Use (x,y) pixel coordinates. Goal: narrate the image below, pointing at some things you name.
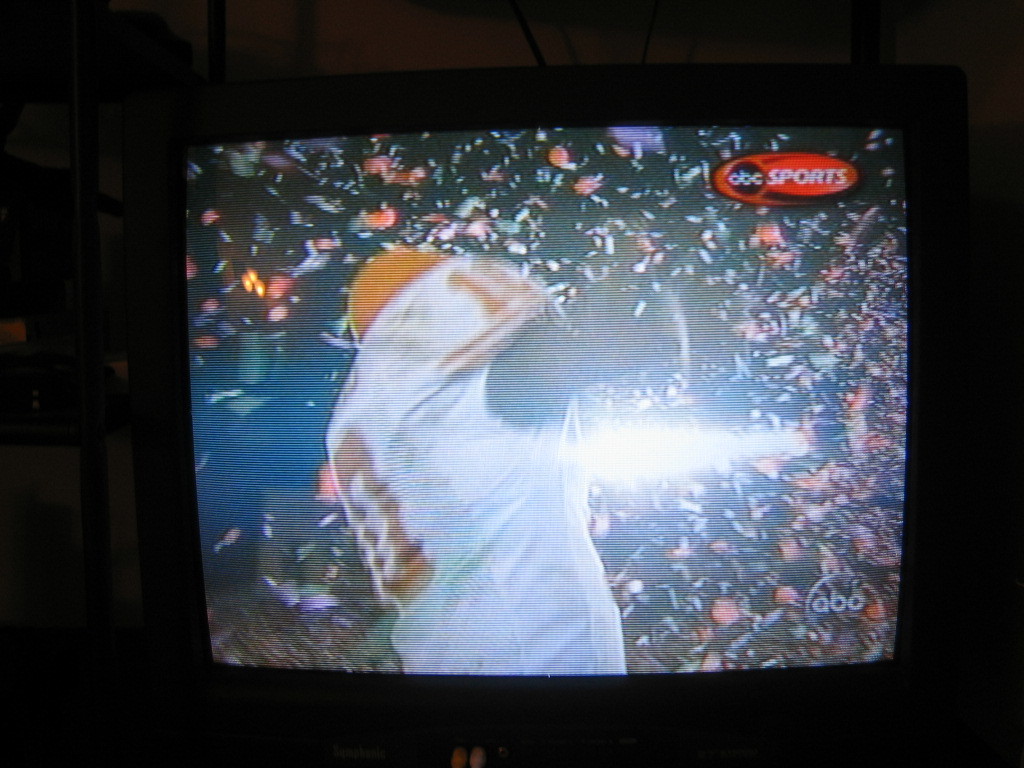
Television (842,638) with screen (716,168). On this screen (427,367) we can see a person (525,540). Beside this television (216,285) there is a rack (75,302) with objects (61,415).
